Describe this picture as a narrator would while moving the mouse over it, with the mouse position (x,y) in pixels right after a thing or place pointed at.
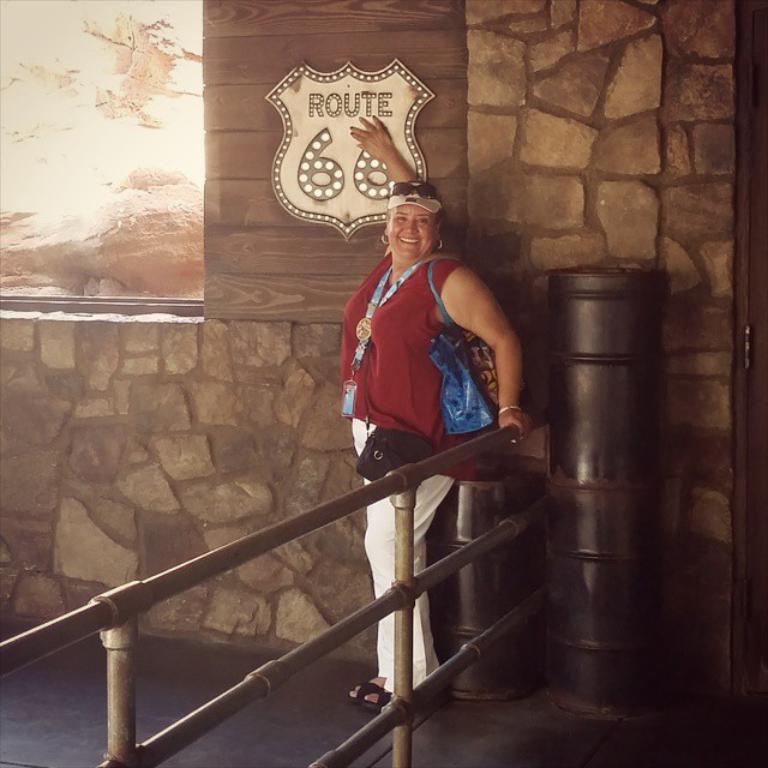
In this image, we can see a woman (517,362) standing and there is a black color object (556,435), we can see a wall (177,430).
